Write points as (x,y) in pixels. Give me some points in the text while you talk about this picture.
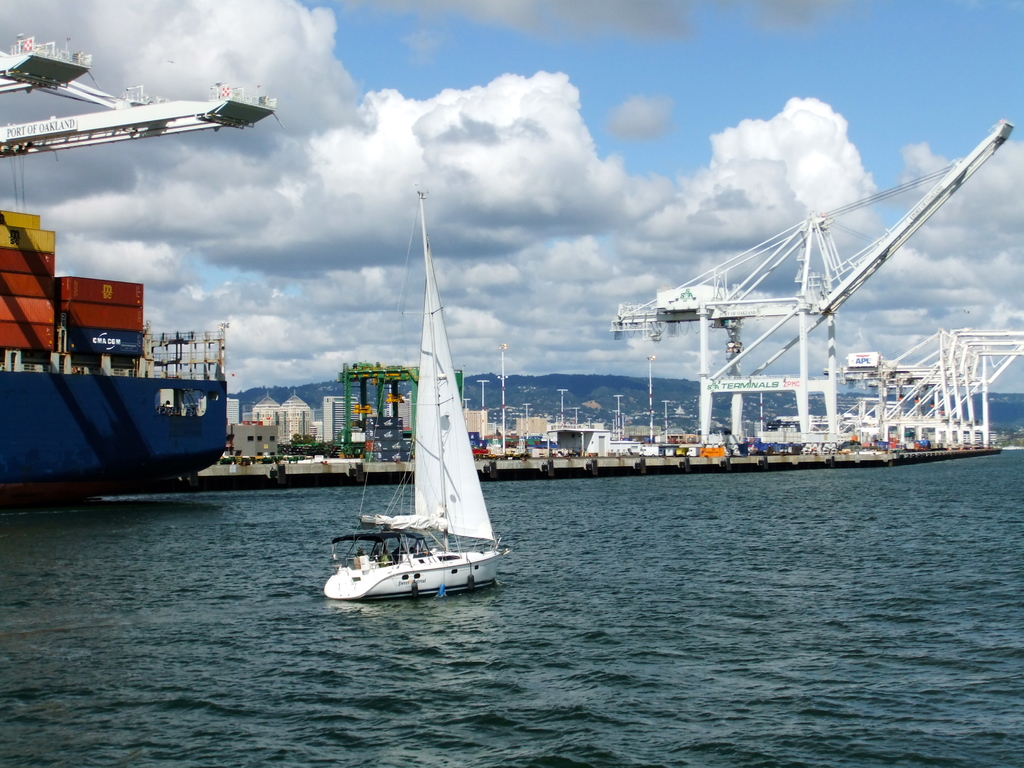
In this picture we can observe a white color boat (406,563) floating on the water (597,623). We can observe a dock (902,458). There is a white color crane (806,327). We can observe containers (54,324) on the left side (26,317). In the background (477,172) there is a sky (325,149) with some clouds (566,171).
